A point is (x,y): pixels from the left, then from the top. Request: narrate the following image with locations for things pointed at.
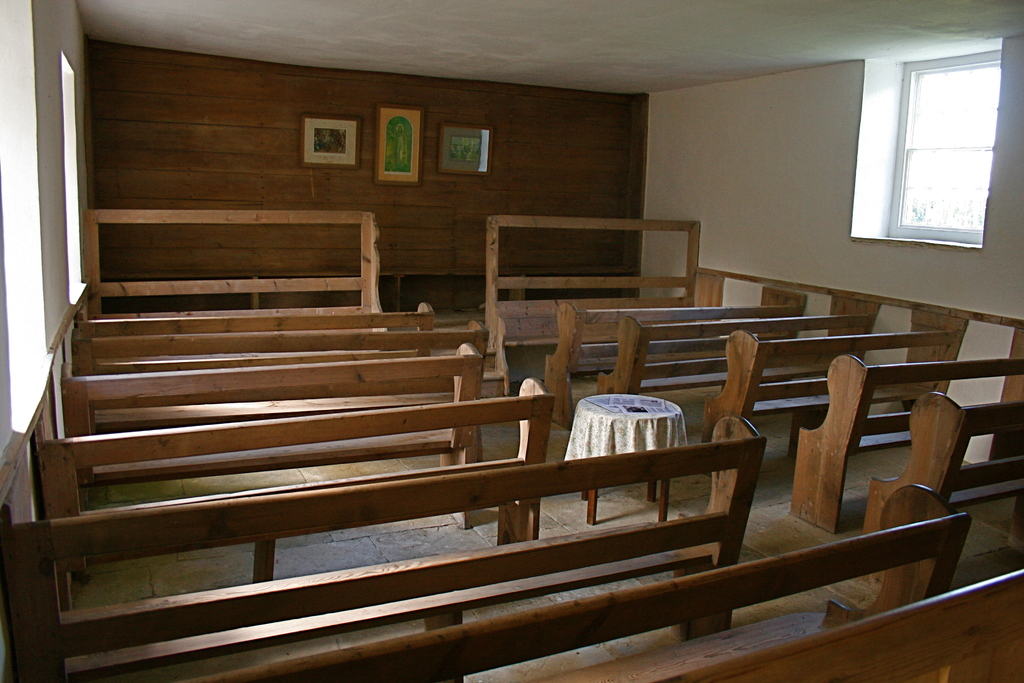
This image is clicked in a room (344,369). It looks like a classroom (436,346). There are many benches (1016,664) made up of wood (303,413). In the middle (630,441), there is a small table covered with a white cloth (610,433). In the background (161,136) there is a wall (220,195) on which there are three frames (460,152) fixed. To the right (856,197), there is a window (947,231).
